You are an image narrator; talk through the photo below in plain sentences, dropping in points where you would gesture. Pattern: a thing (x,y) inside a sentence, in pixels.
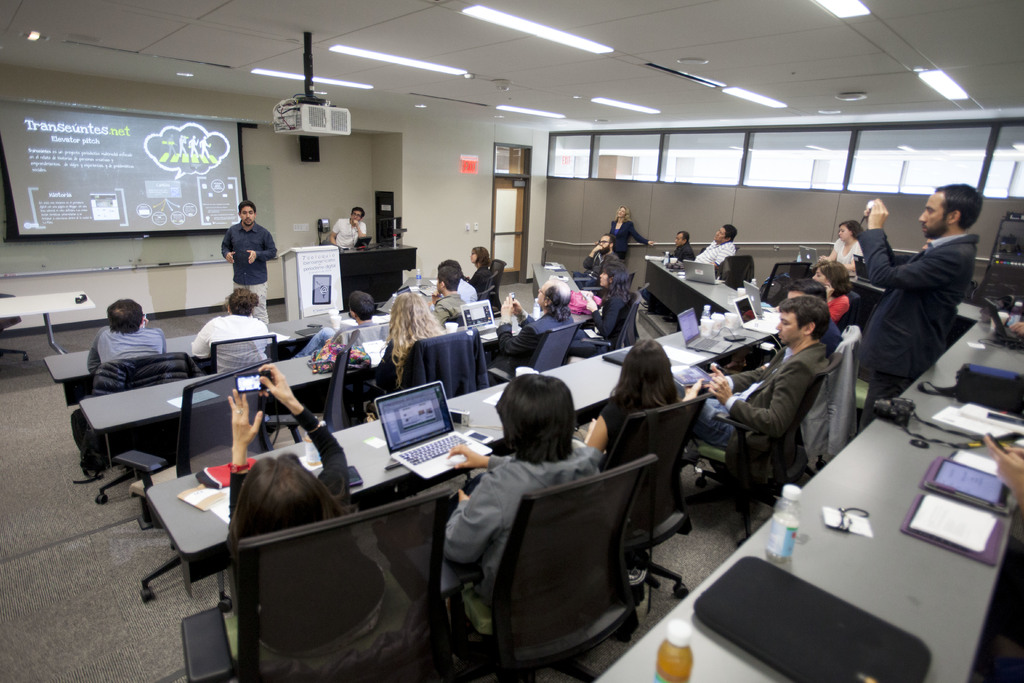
In this image we can see the inner view of a room (429,217) and we can see a few people (517,469) sitting on chairs (788,463) and few people (873,395) are standing and we can see some tables (736,671) and on the tables (692,641) we can see laptops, papers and some other objects (388,228). In the background (220,178), we can see a screen (232,185) with some text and pictures (213,192) and there are some lights (832,8) attached to the ceiling (442,87).
